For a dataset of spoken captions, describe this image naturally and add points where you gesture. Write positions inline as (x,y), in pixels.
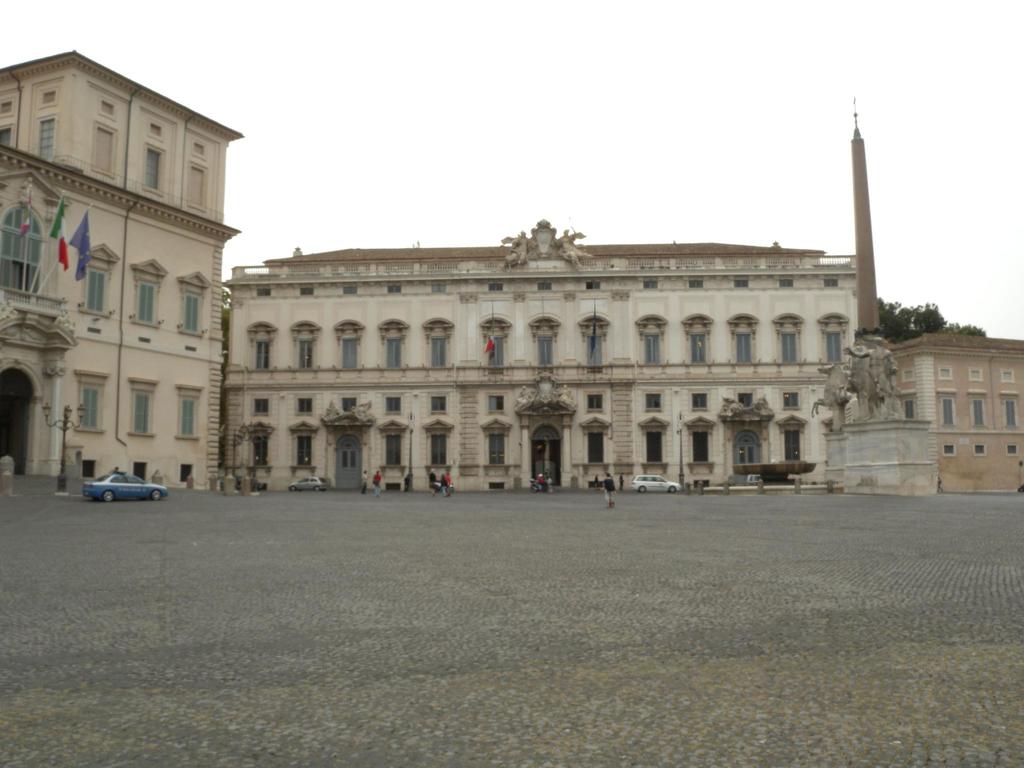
On the right side of the image (908,456) we can see a statue (923,456). In the background of the image (426,312) we can see the buildings (372,324), windows (139,305), sculptures (524,260), tree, flags (59,231), poles (242,435), vehicles (742,481), some people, lights (65,485). At the bottom of the image (540,643) we can see the road (636,573). At the top of the image (539,146) we can see the sky (832,115).
